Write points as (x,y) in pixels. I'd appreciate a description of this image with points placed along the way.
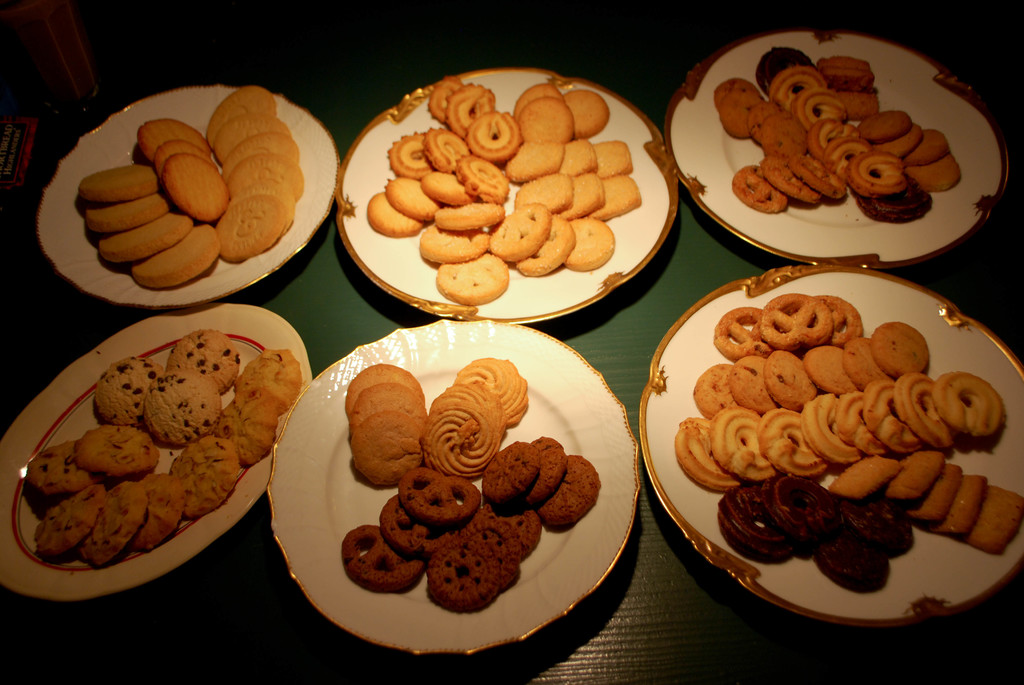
In this image we can see a group of plates (885,295) containing biscuits (535,163) and cookies (479,523) placed on the surface (436,680). In the left side of the image (70,68) we can see a glass (77,81) and an object (24,160).
